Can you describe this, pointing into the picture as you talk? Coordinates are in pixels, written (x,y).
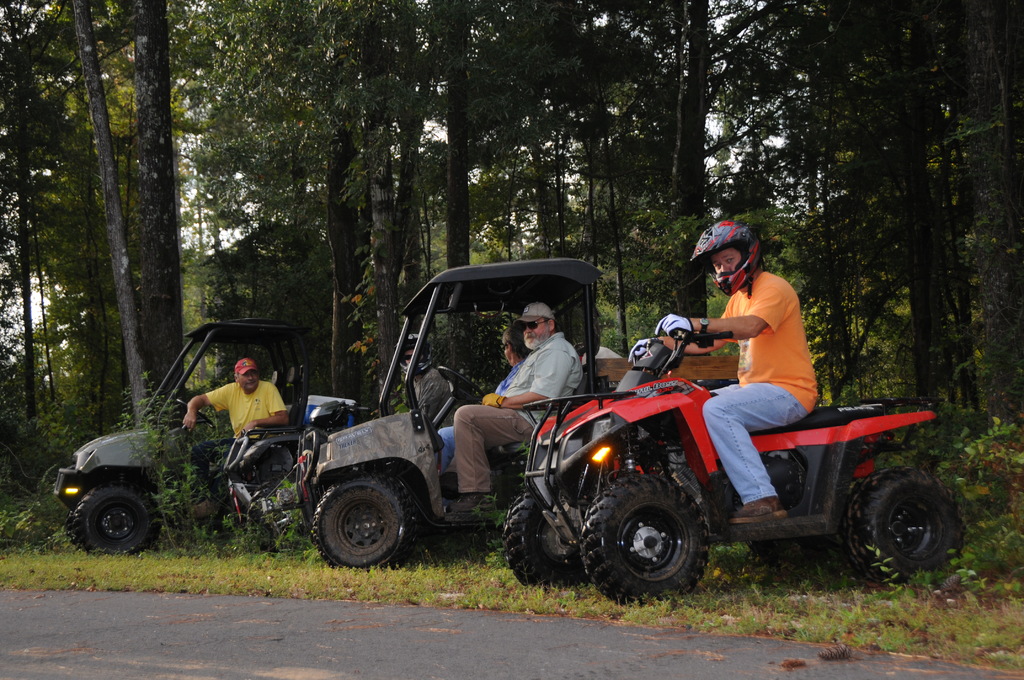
In this picture we can see some people (800,385) are riding a vehicle (556,424) on the grass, beside there are some trees (326,383).
